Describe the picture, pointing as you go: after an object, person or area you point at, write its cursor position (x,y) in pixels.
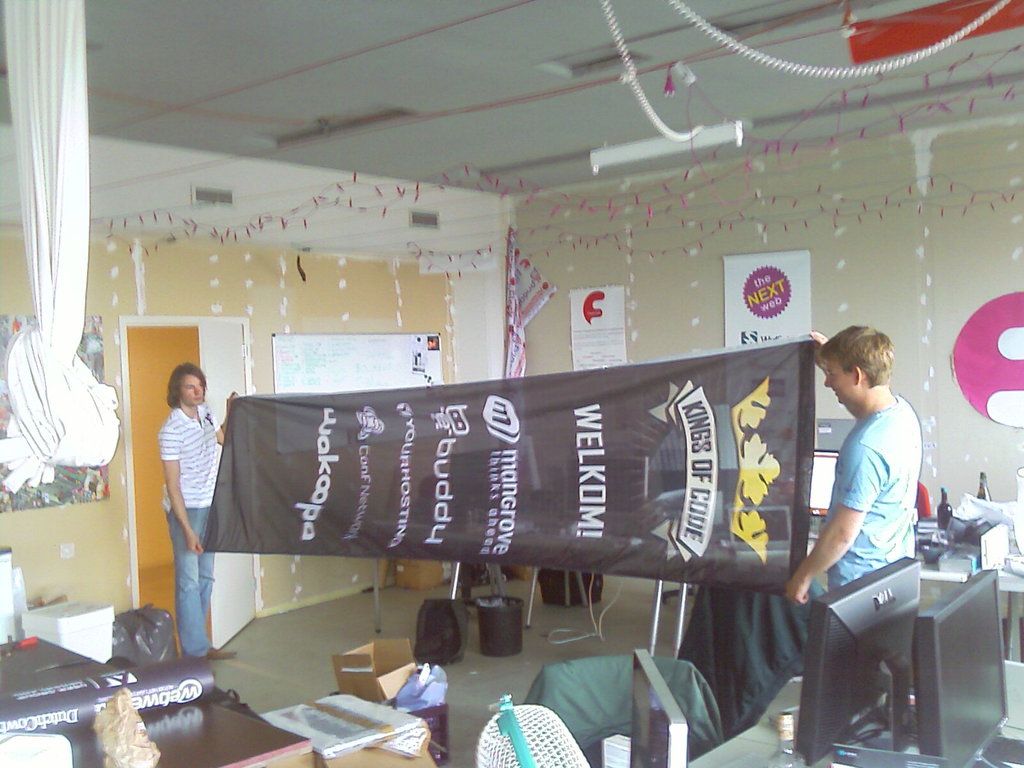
There are two people (190,517) standing and holding a banner (274,464) in their hands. I can see the cardboard boxes (384,677). This looks like a dustbin (509,626). This is a table (767,740) with the three monitors (819,677) and few other objects (860,753) on it. These are the posters (748,284) and a board (398,364), which are attached to the walls (257,299). This looks like a cloth (58,216), which is hanging. On the left side of the image (78,637), I can see few objects (113,704) on it. I think these are the decorative items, which are hanging. This looks like a bag (443,620), which is on the floor (489,674). On the right side of the image (950,549), I can see another table (954,544) with bottles (944,520) and few other things (969,545) on it. This is a door (223,378).
